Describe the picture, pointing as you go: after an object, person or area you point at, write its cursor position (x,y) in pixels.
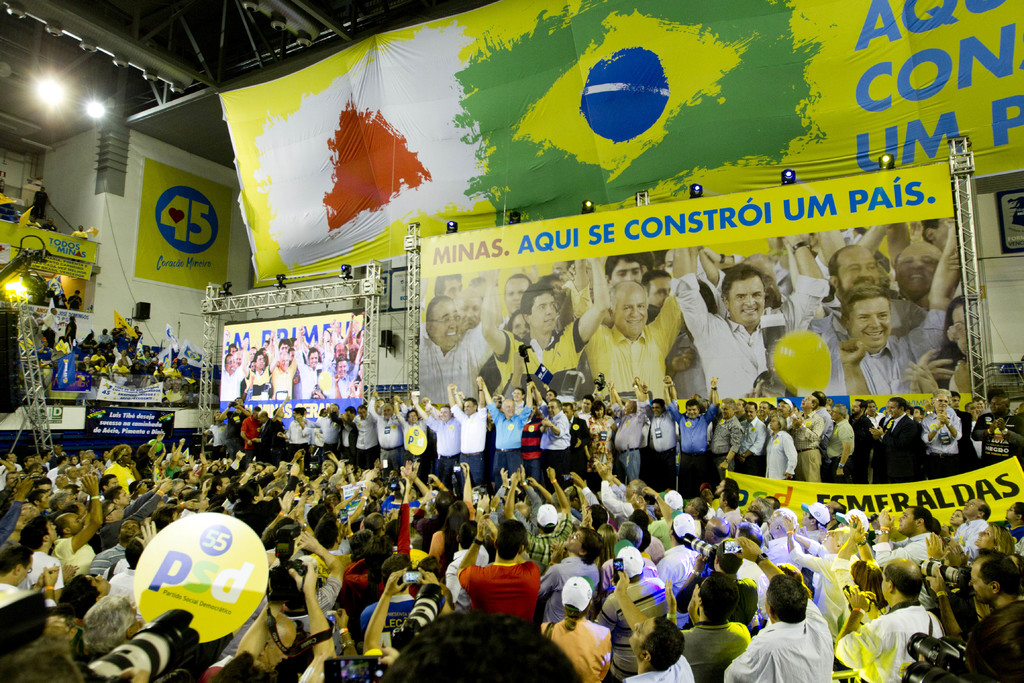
In this picture there are group of people (736,458) standing. At the back (367,231) there is a screen (263,364) and there is a hoarding (502,366) and there is text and there are pictures (533,309) of people (604,344) on the hoarding (524,299) and there is a banners (488,175) and there is text (860,44) on the banners (723,146). At the top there are lights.
